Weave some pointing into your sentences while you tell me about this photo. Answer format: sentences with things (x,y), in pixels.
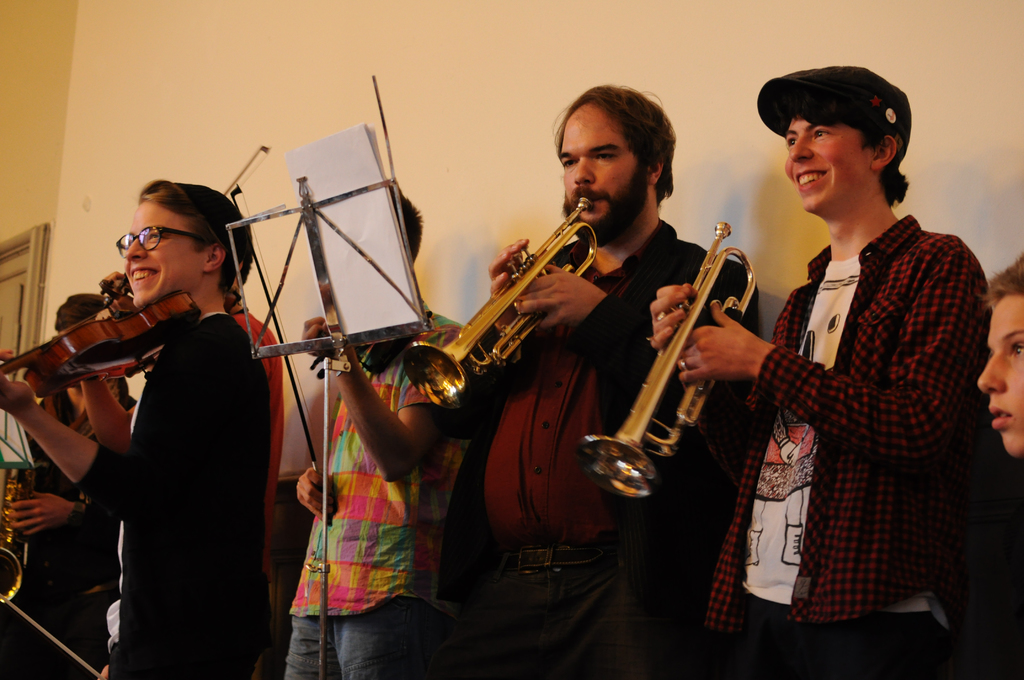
In the image we can see there are people (473,435) standing and they are playing musical instruments (56,349). There are papers (335,221) kept on the stand (323,567).
